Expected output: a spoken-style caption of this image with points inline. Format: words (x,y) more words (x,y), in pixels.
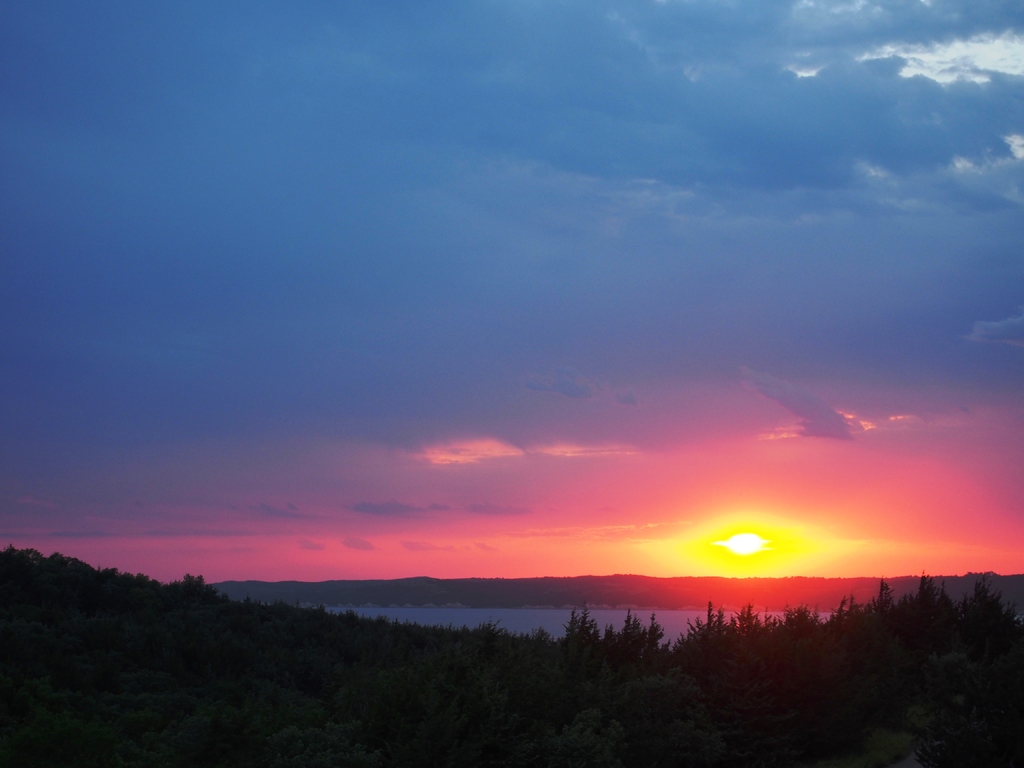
At the bottom of the image (597,677) we can see trees (492,671), water (514,612) and hills (549,597). In the background (514,332) there is a sky (680,396), clouds (666,389) and sun (727,542).
